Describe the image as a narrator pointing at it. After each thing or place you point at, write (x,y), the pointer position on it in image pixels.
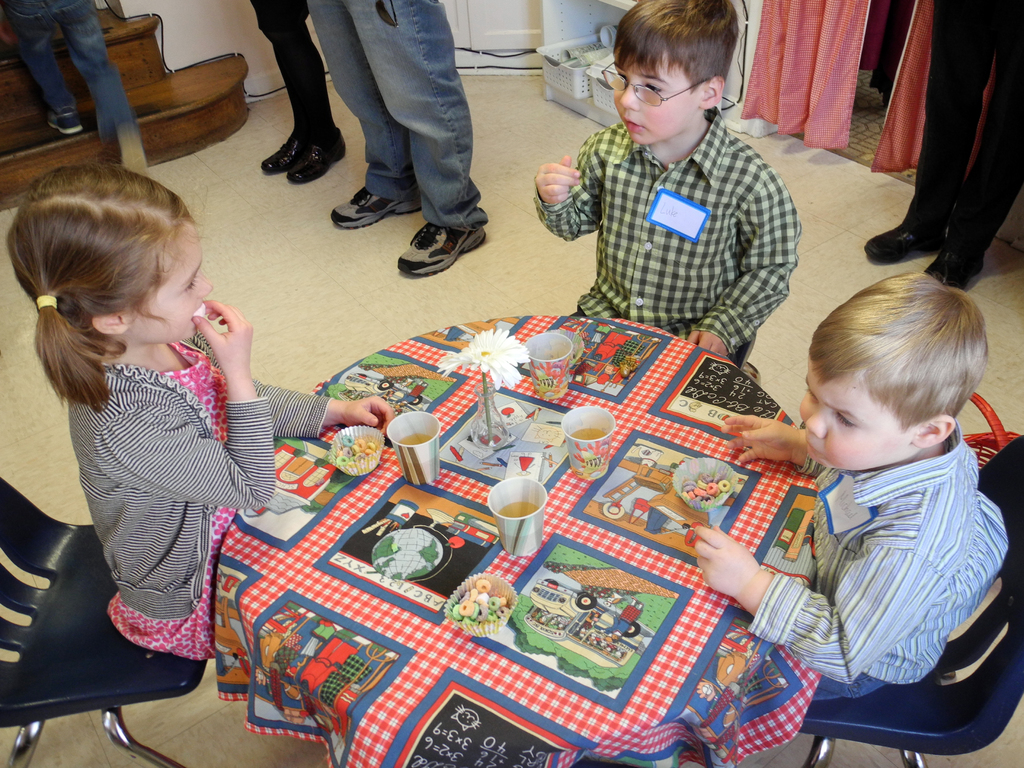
In this image, there are three kids (892,415) sitting on the chairs (151,695) and I can see a table (378,493) with bowls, glasses (490,497) and a flower vase (488,403). At the top of the image (572,78), there are objects (571,39) in a rack (603,20), curtains (812,100) and I can see the legs (455,161) of three persons (442,157) standing on the floor (300,217). At the top left corner of the image (116,117), I can see the legs (97,110) of another person (88,65) climbing the stairs (97,138).
